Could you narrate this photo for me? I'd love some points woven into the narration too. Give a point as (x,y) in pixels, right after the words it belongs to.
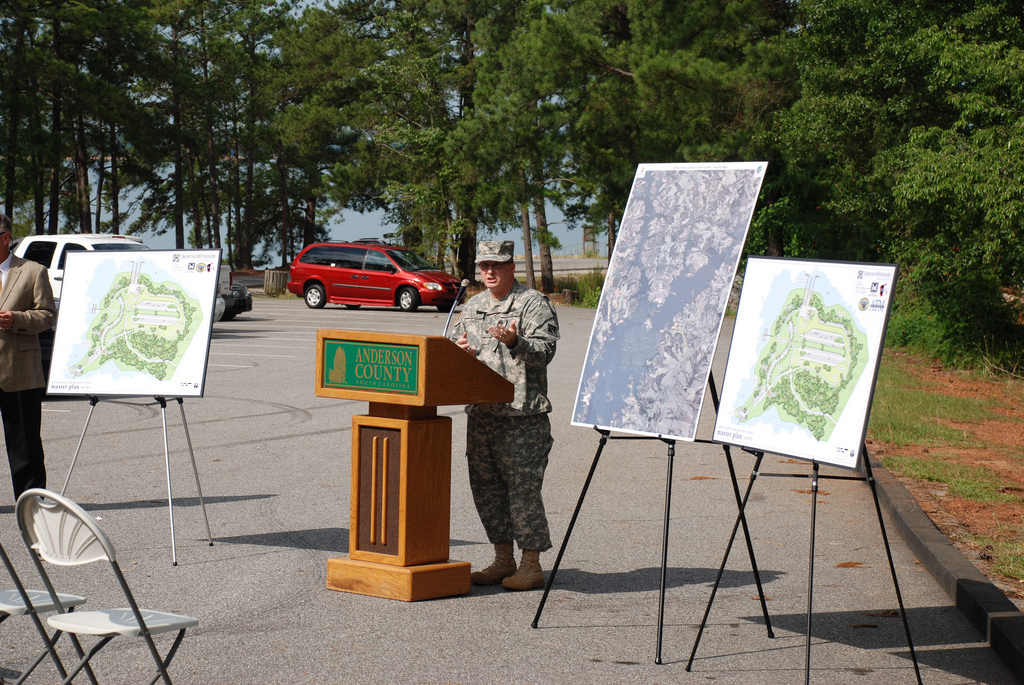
This person (501,363) is standing. In-front of this person (504,369) there is a podium (447,372) with mic (455,313). These are posters (684,202). These are chairs (104,620). Far there are vehicles (108,243). These are trees (513,97).
